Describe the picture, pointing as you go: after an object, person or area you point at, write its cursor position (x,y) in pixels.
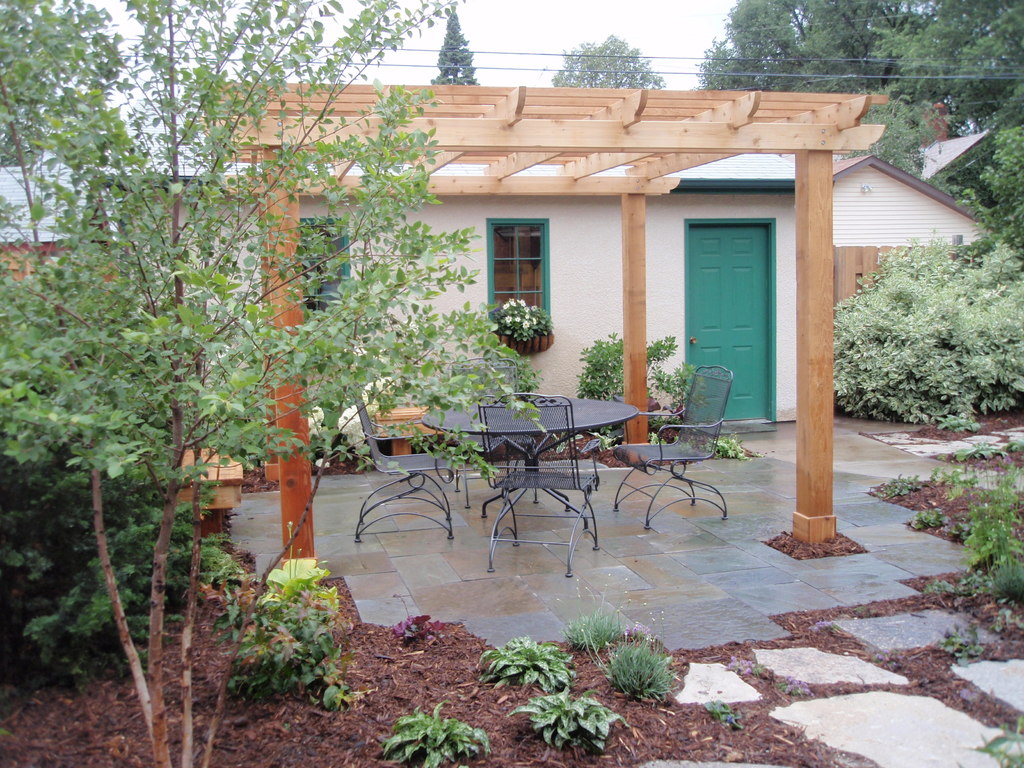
In this picture I can see a house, there are chairs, plants (408,749), trees (188,625), there is a table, there are cables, and in the background (687,41) there is sky (582,41).
